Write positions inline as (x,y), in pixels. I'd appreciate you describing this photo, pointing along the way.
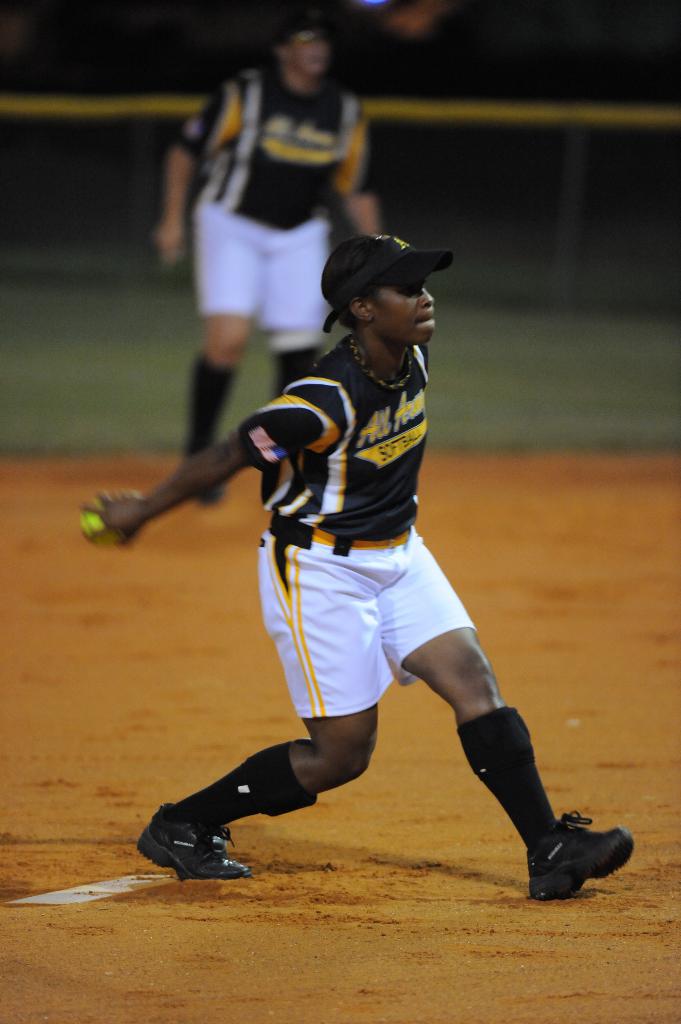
In this picture there is a woman (369,292) who is wearing cap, t-shirt (359,499), short (308,648) and shoe (618,840). She is holding a ball (112,528). In the back (317,235) there is another player (345,180) who is wearing the same dress (256,240) and standing near to the fencing (519,150) and grass (99,313).
